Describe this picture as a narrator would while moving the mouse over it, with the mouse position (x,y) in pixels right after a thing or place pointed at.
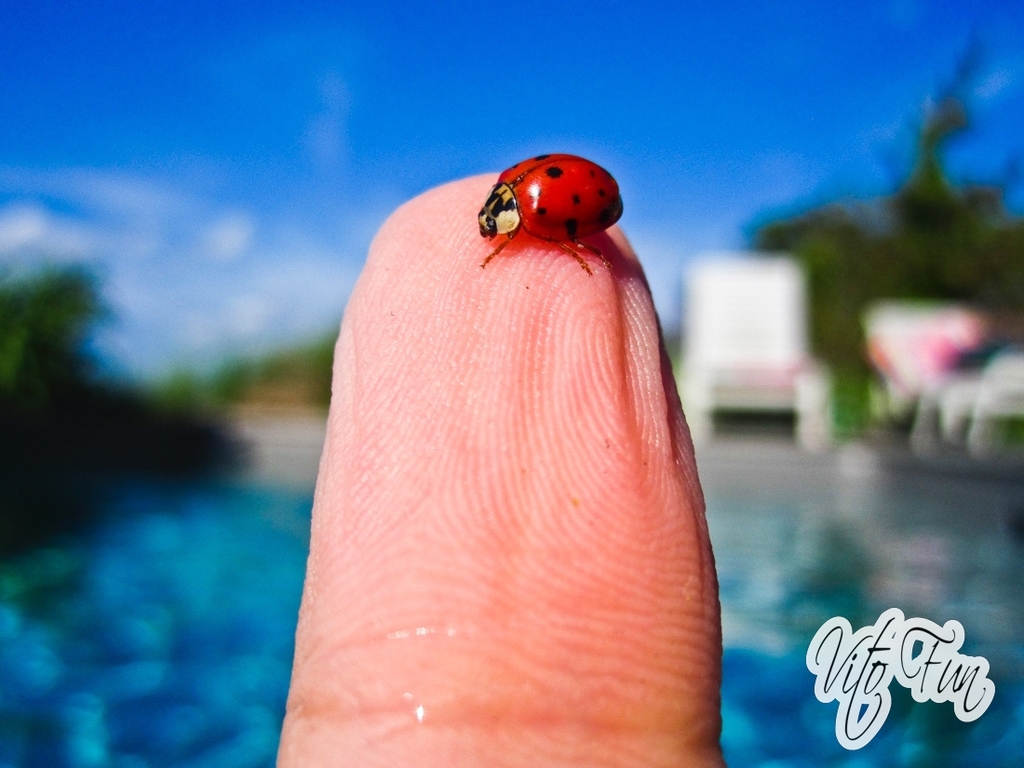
In this image, I can see a ladybird beetle (499,231) on the fingertip (489,309). In the background (727,296), I can see the chair (789,401). I think this is a pool (807,573). I can see the watermark (898,666) on the image. These are the trees (21,386).
